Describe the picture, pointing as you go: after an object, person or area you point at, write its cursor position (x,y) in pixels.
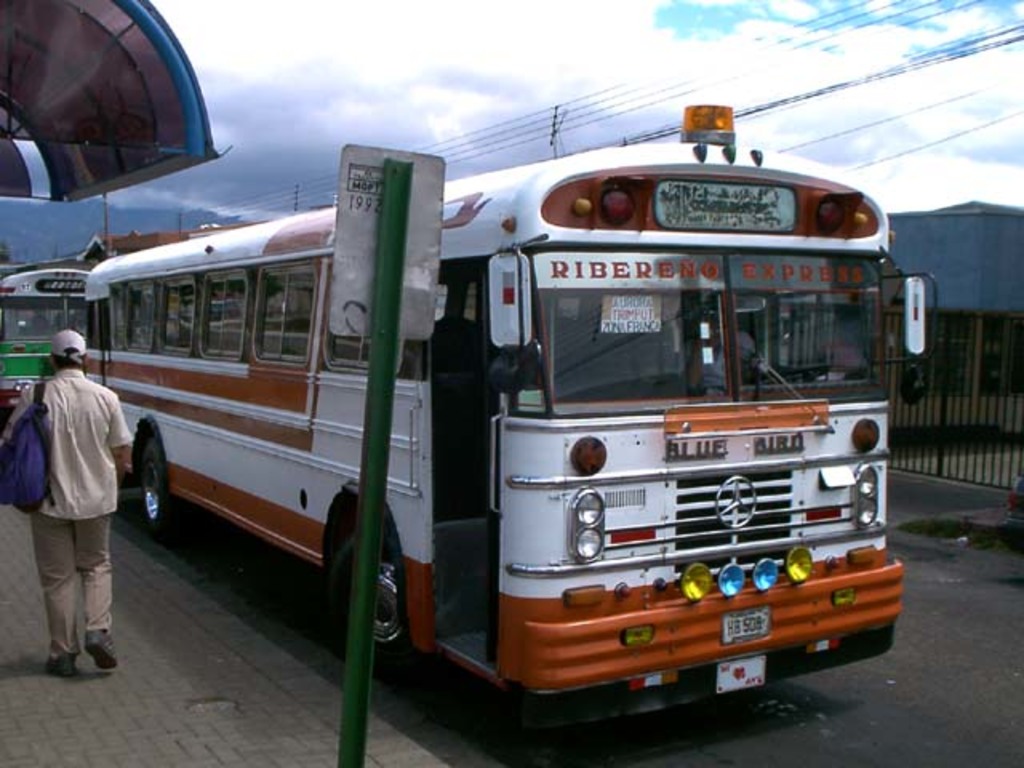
A person (62,570) is walking at the left (57,542). There is a sign board (371,268), buses (501,461) on the road (939,534). At the right (970,445) there is fencing (984,397), buildings (979,243) and wires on the top (898,72).
